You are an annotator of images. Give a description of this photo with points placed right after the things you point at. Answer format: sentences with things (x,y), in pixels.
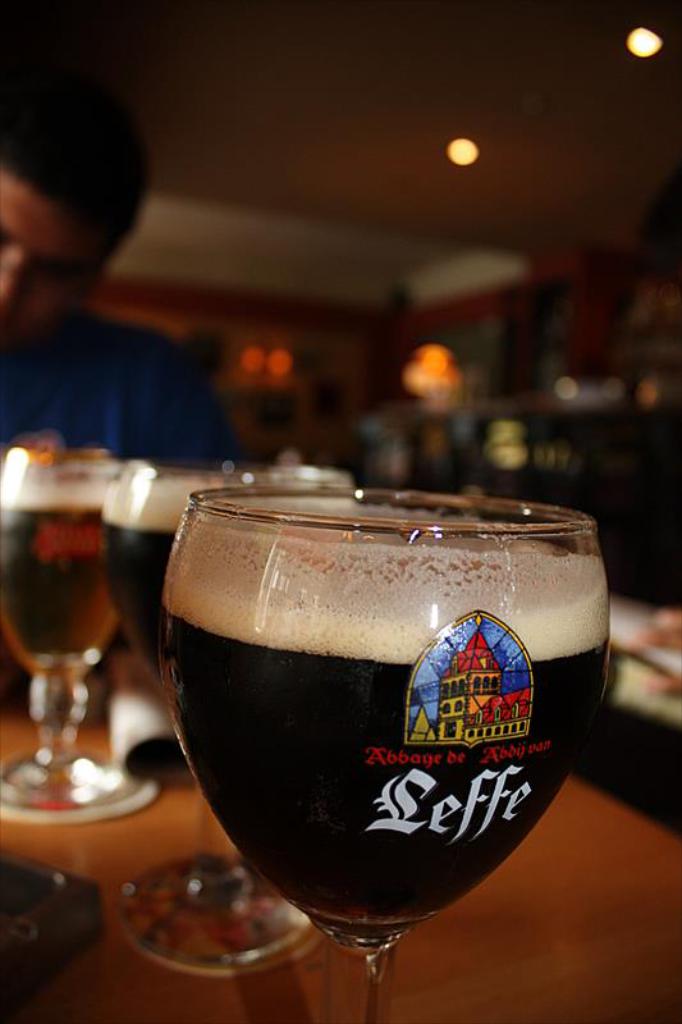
In this picture we can see a table (531,931) and on the table (564,906) there are glasses (234,663) with some liquid (195,617). Behind the glasses (125,569) there is a man (61,392) and some blurred things (274,389) and at the top (460,152) there are ceiling lights (468,145).
